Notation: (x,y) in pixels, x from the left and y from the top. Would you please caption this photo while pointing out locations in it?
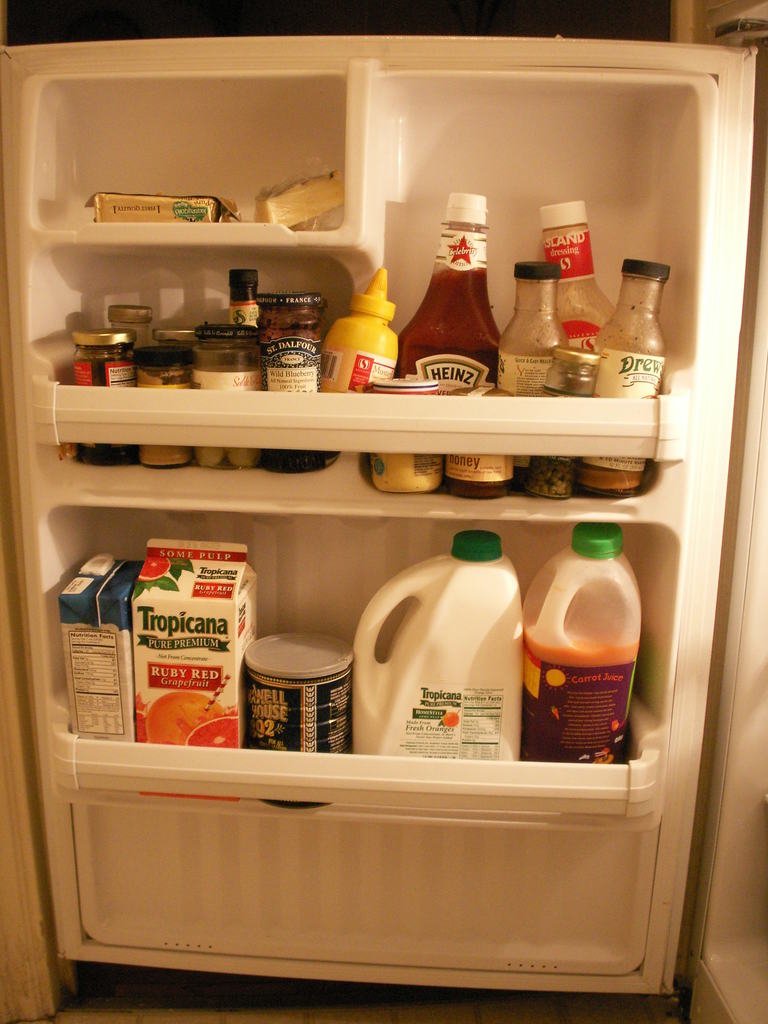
A picture of a fridge door (713,542). In this fridge door (49,386) there are bottles (575,335), jars (168,363) and food packets (161,705).
